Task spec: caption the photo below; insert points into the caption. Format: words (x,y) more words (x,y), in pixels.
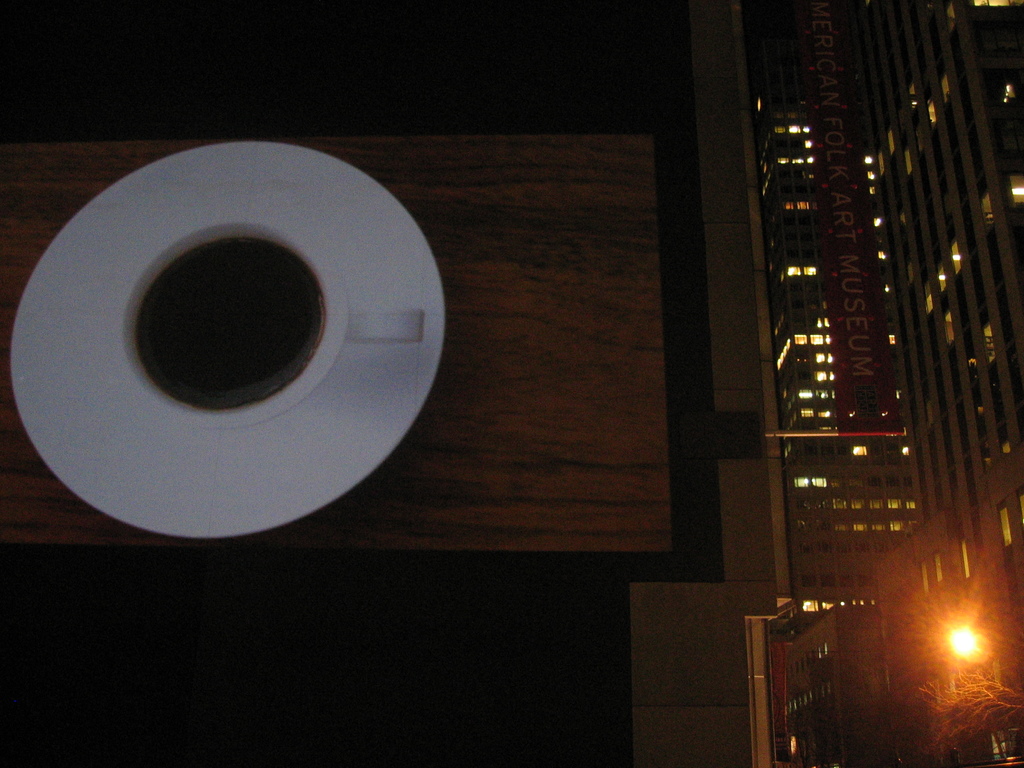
In this picture I can observe a cup (189,320) and saucer (331,223) on the left side (100,376). On the right side (799,252) there are some buildings (792,353) and yellow color light (948,636) on the bottom right side (961,642).
